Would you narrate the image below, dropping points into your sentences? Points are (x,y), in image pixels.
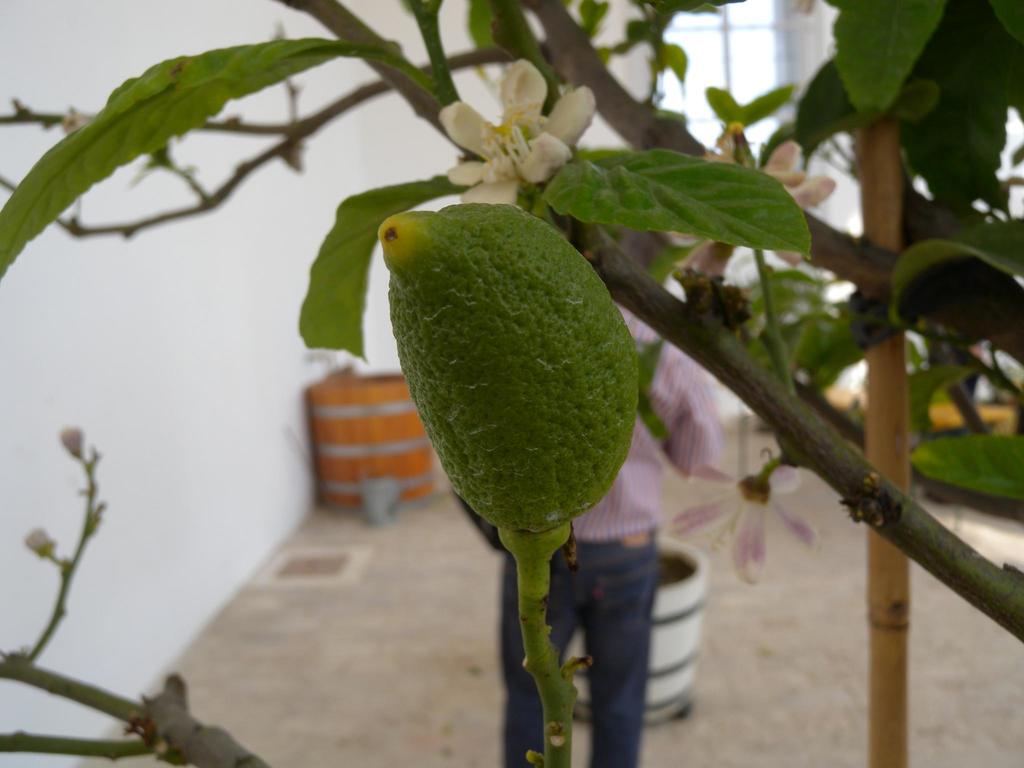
Here we can see a fruit (511,475) with stem (549,599). Here there are few leaves (589,204), stems (238,180) and flowers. Background (318,628) there is a blur view. Here a person (584,596) is standing. Few objects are on the floor (739,712). Here there is a white wall (360,161).
